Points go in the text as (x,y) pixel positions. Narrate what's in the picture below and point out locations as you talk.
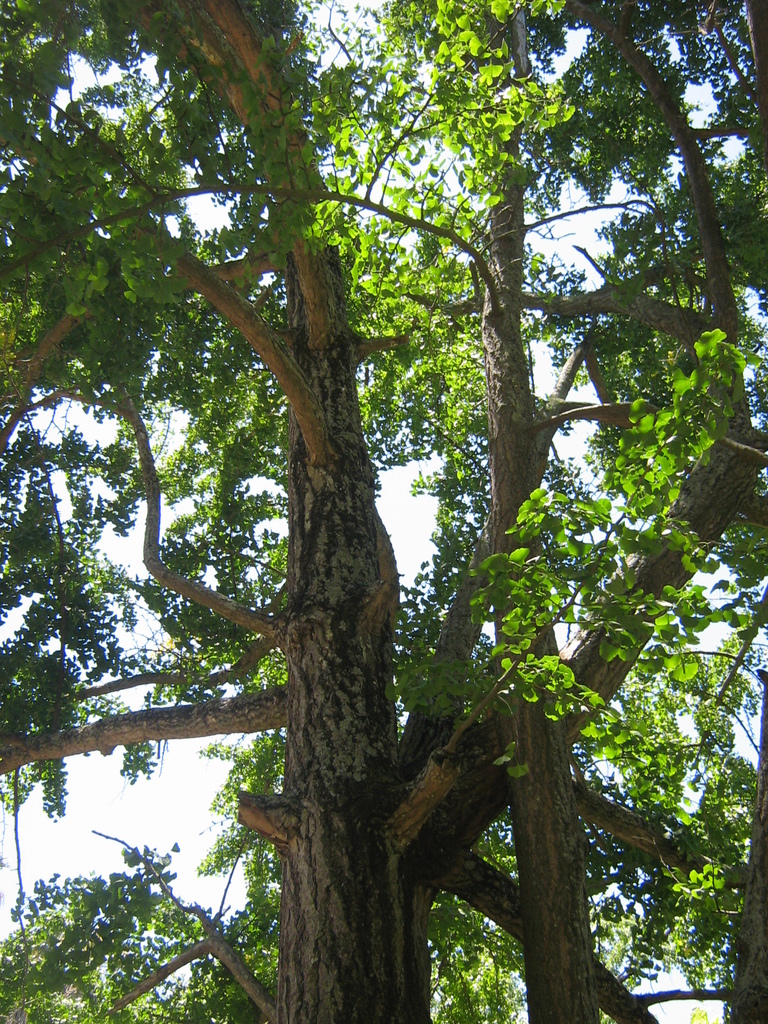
In this image there are trees (245,804). Behind them there is the sky (115,773).
